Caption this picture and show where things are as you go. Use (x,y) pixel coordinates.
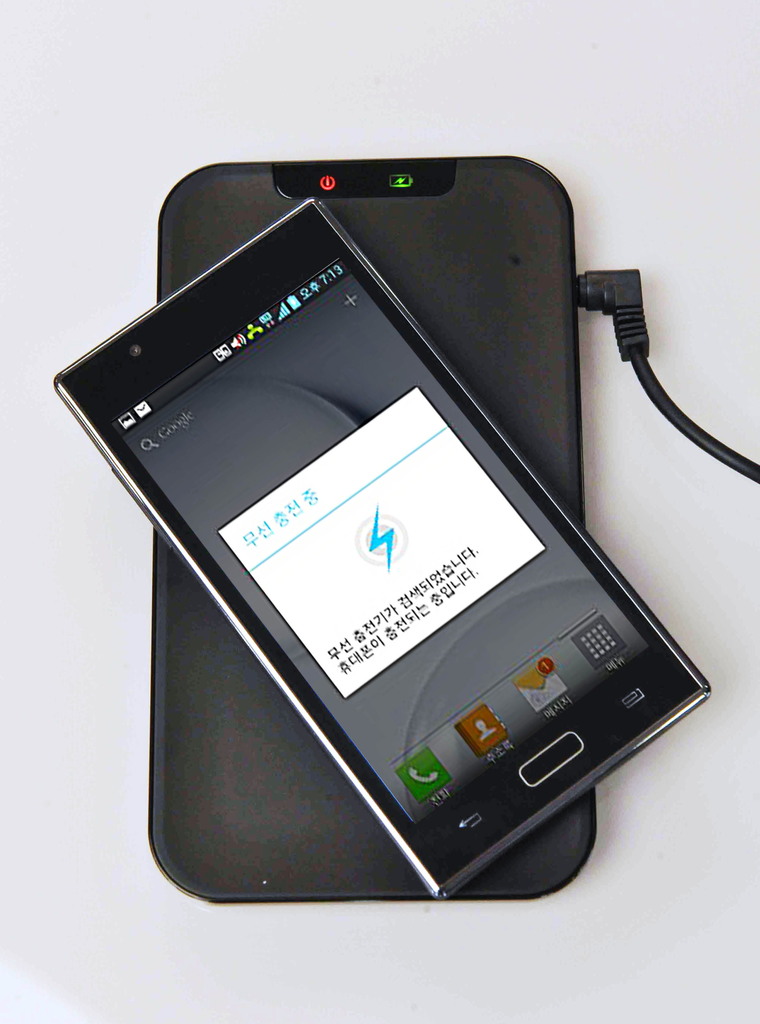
In this image I can see a phone (362,449), a black colour thing (557,327), a black wire (704,438) and here I can see something is written. I can also see white colour in the background (54,510).
